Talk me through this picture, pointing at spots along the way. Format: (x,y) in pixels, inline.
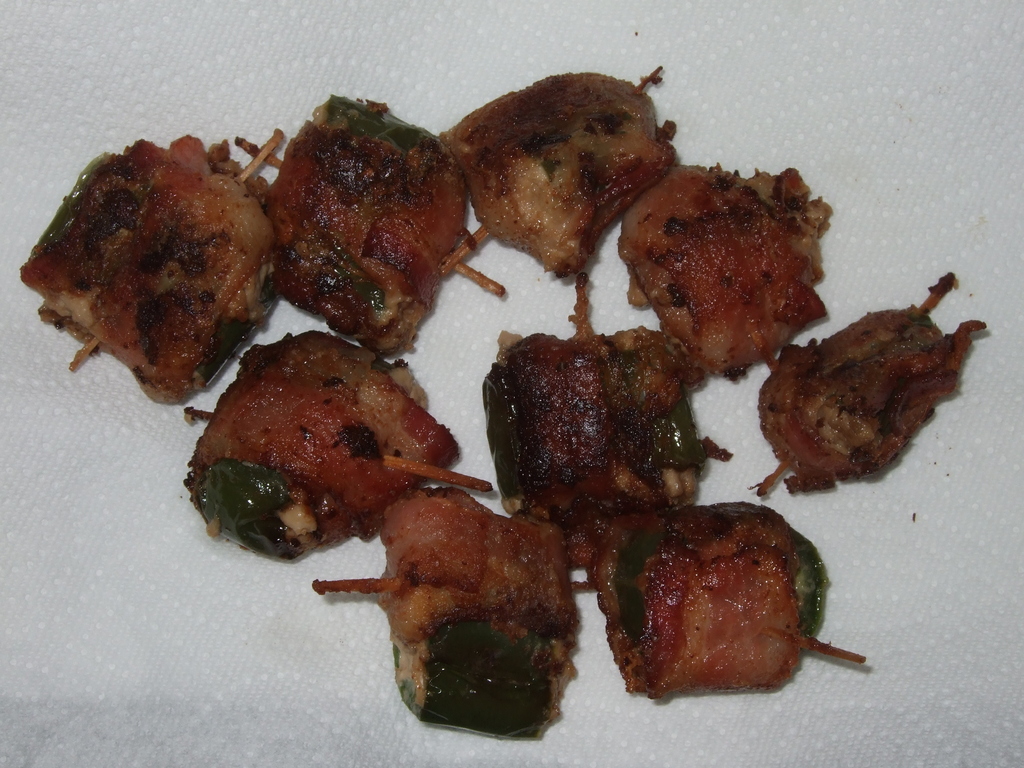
In this image there is some food (560,614) on the tissue paper (209,553). Food (442,615) is having few sticks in it.
